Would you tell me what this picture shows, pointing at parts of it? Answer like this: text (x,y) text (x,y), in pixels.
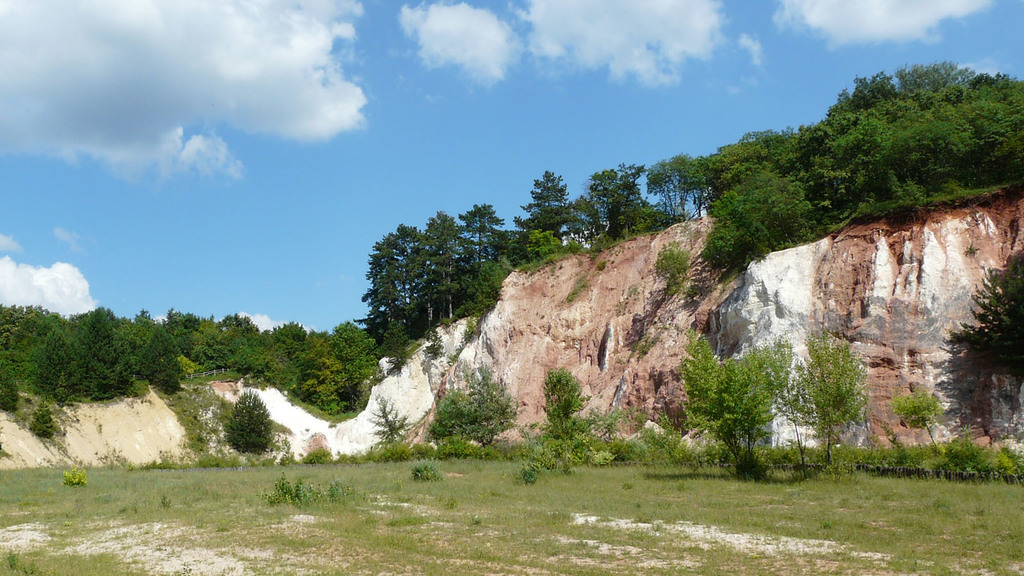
There is a land (356,478) covered with a lot of grass (751,525) and small plants (487,423) and behind that there is a hill (555,274) around the grass (95,476) and on the hill (907,274) there are plenty of trees (743,162).
